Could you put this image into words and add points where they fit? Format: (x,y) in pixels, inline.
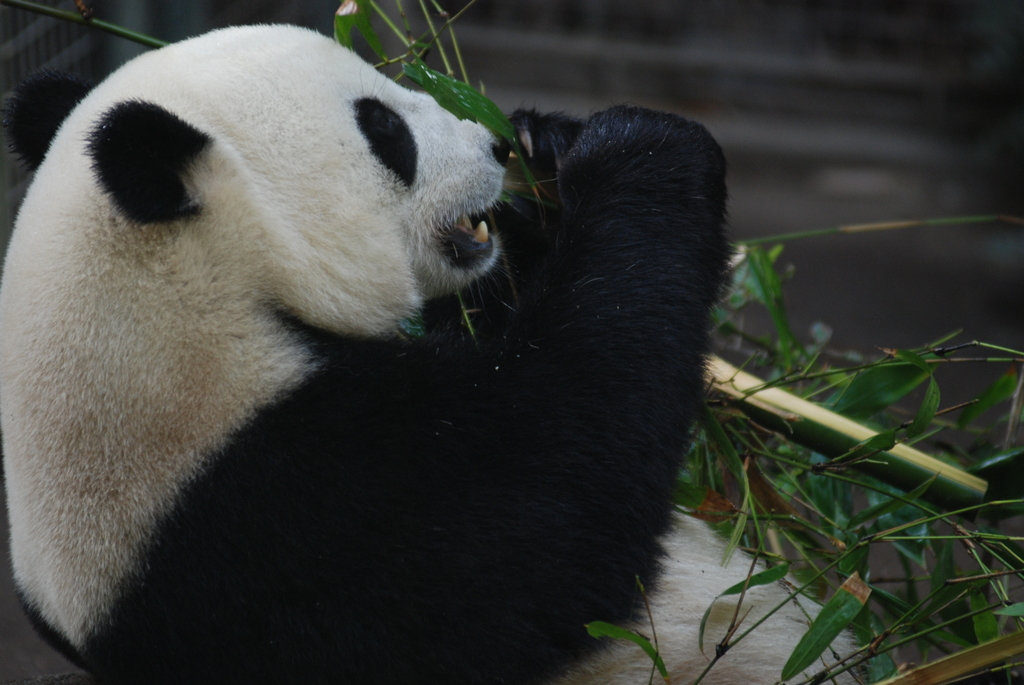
In this image I can see a panda (396,446) in black and white color. It is holding a plant (763,394). Background (939,200) is in black color.
